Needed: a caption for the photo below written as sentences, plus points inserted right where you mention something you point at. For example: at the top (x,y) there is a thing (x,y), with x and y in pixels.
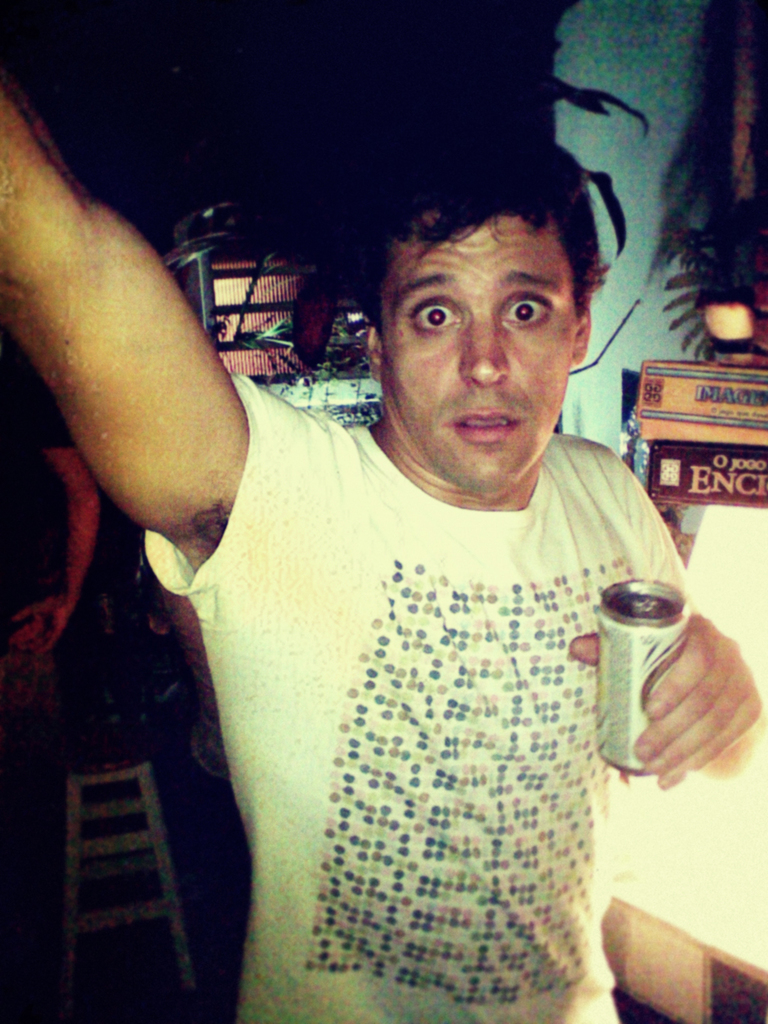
In this picture I can observe a person (365,561) wearing white color T shirt (359,793) and holding a tin (621,634) in his hand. On the left side (107,816) I can observe a stool (73,962). The background (205,99) is dark.
